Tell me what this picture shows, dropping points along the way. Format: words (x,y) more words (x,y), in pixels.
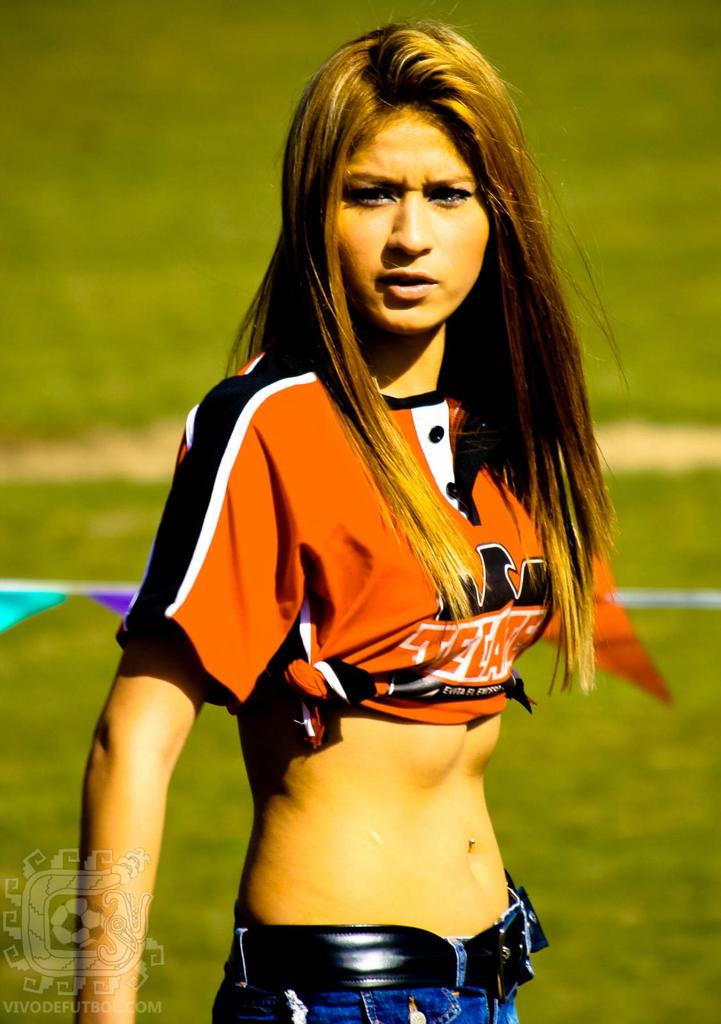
In this image we can see a woman (315,545) standing. In the background (90,611) we can see the flags (25,600) and also the grass (631,731). In the bottom left corner (117,931) we can see the logo (85,953) and also the text (68,1009).
